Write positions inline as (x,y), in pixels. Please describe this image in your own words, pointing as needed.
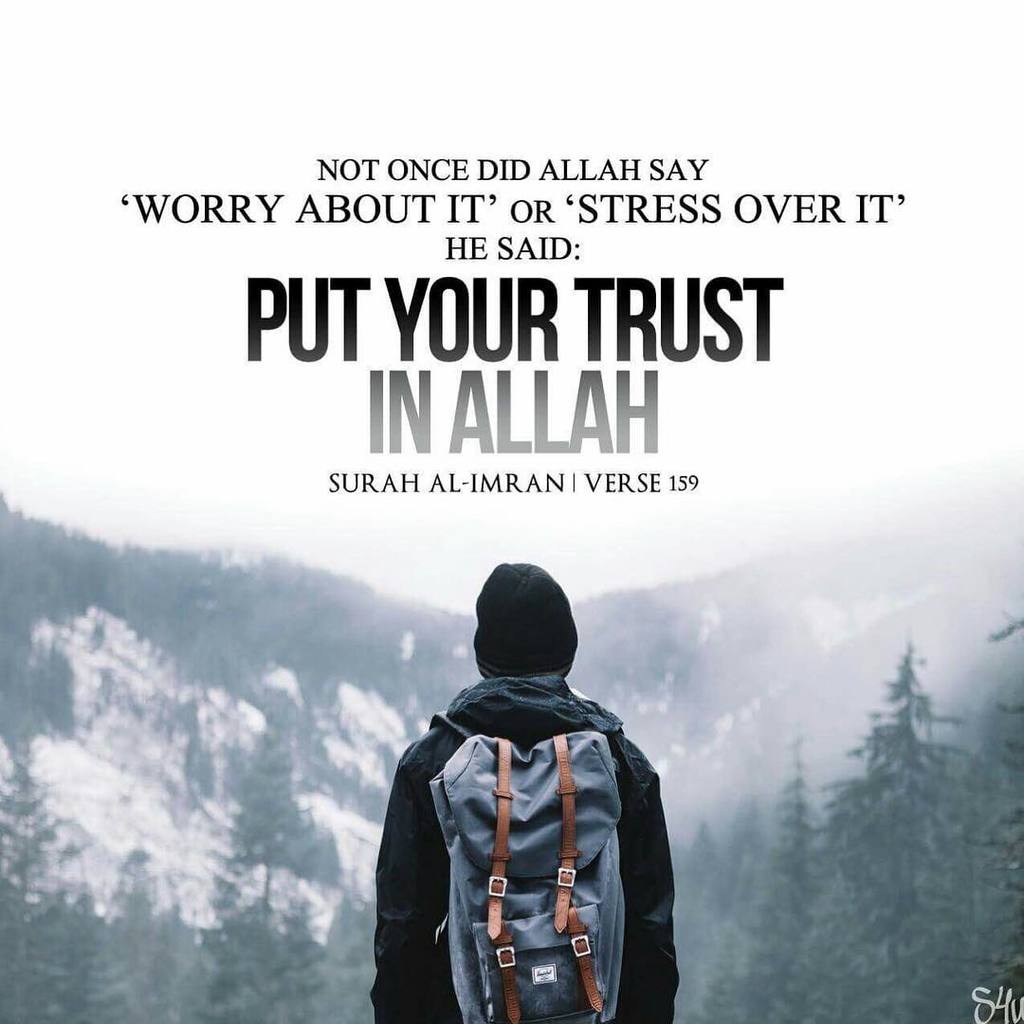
In this picture there is a man (565,711) who is wearing a black shirt (426,767) and a backpack (512,854). There are trees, snow (155,806) and mountain (207,712) at the background (241,611).
